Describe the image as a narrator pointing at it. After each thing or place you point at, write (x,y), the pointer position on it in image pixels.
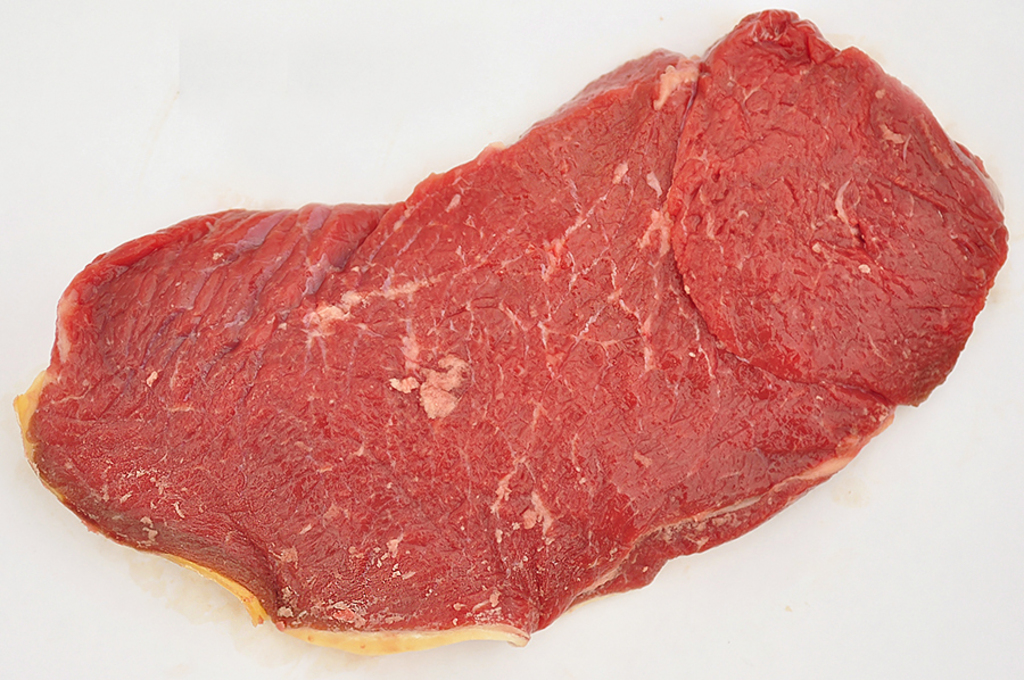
In this picture we can see a piece of flesh (474,397).
